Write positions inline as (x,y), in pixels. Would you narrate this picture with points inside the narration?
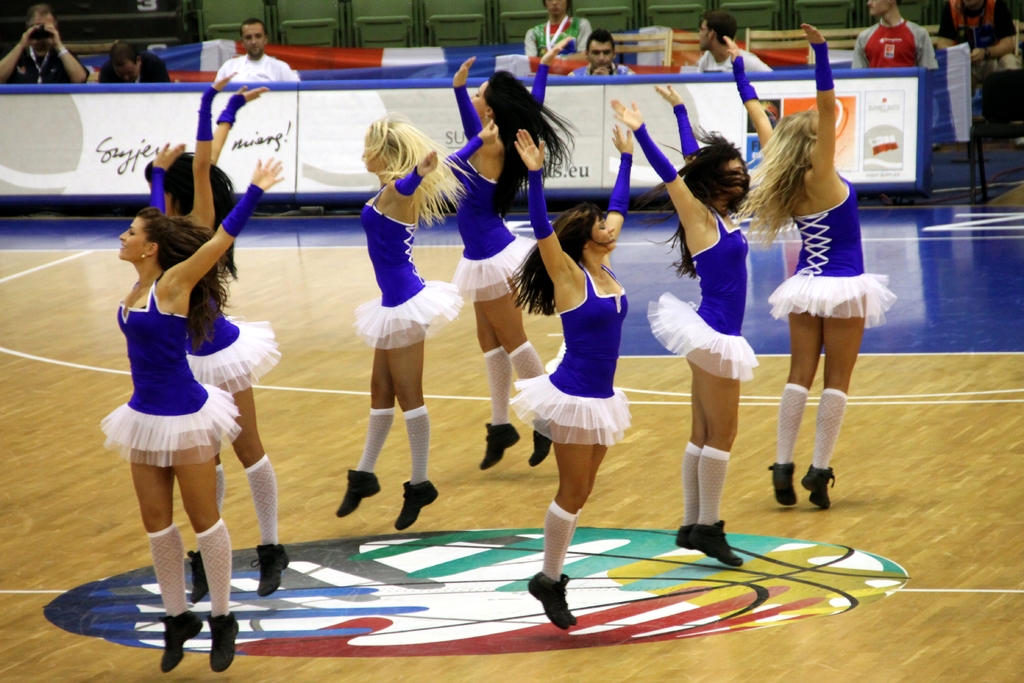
In this image we can see people (425,195) dancing. In the background (111,73) there are people (70,70) sitting and we can see a flag (360,59). There are boards (350,147) and we can see chairs (440,25).
